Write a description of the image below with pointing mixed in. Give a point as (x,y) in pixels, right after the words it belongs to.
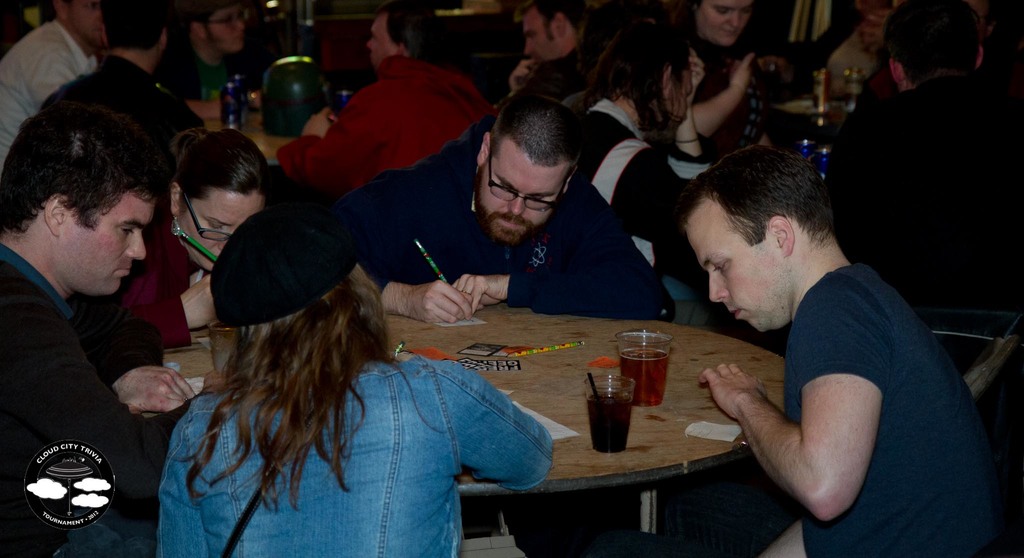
In the image we can see there are people (848,445) who are sitting and in front of them there is a table (635,411) on which there are glass (604,425) which are filled with juice (595,415) and the people (498,265) are holding pencil (429,258) in their hand (436,310) and at the back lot of people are sitting.
